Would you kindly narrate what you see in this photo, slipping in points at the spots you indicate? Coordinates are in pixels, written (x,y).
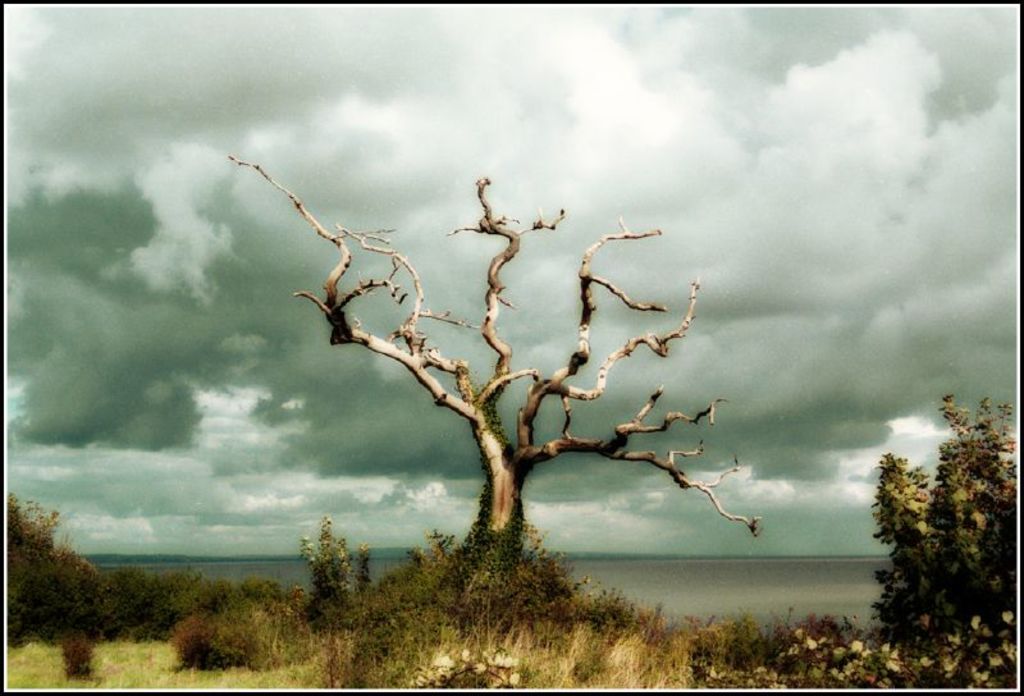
Here, we can see some plants (441,586) and trees (616,353), at the top (543,93) there is a sky (543,93) which is cloudy.
